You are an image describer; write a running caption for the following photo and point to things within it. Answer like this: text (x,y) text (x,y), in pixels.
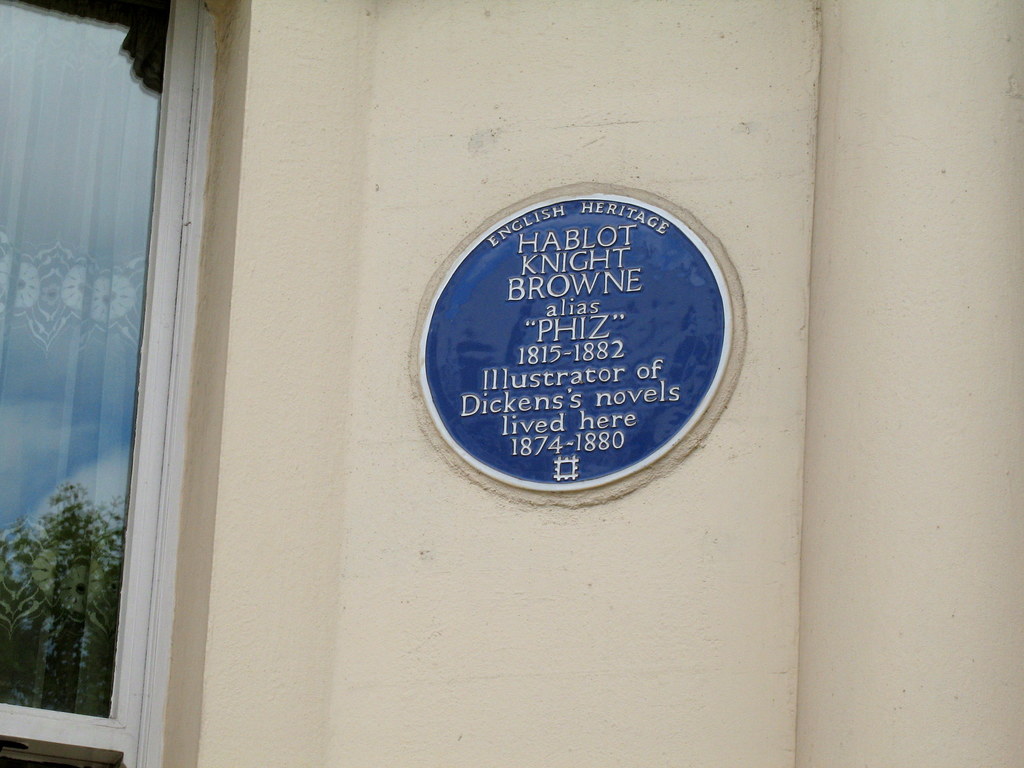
In this picture we can see a wall (685,578), there is a blue plaque (616,399) in the middle (594,282), on the left side (78,370) there is a glass (96,368), we can see reflection (68,569) of a tree (65,588) on the glass (76,627).
